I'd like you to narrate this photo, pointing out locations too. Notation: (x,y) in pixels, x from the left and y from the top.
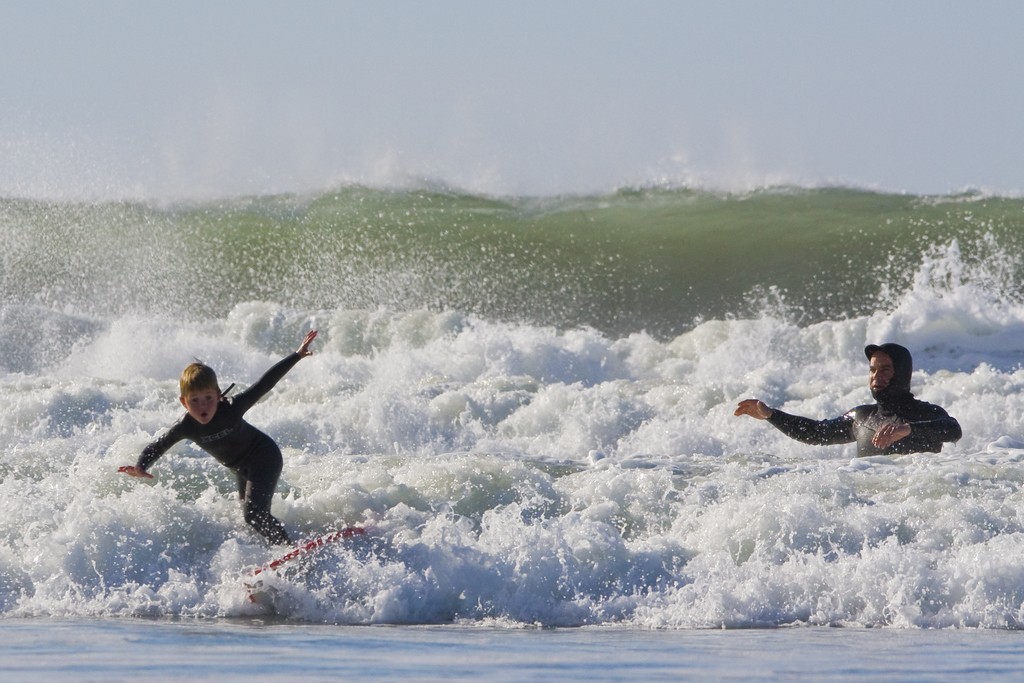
In this picture there is a man (928,420) wearing black color costume (870,424) in the sea water (800,535). Beside there is a small boy (264,461) wearing a black costume (235,438) doing a surfing board (328,537) in the water (384,519). Behind there is a sea waves (399,439).
